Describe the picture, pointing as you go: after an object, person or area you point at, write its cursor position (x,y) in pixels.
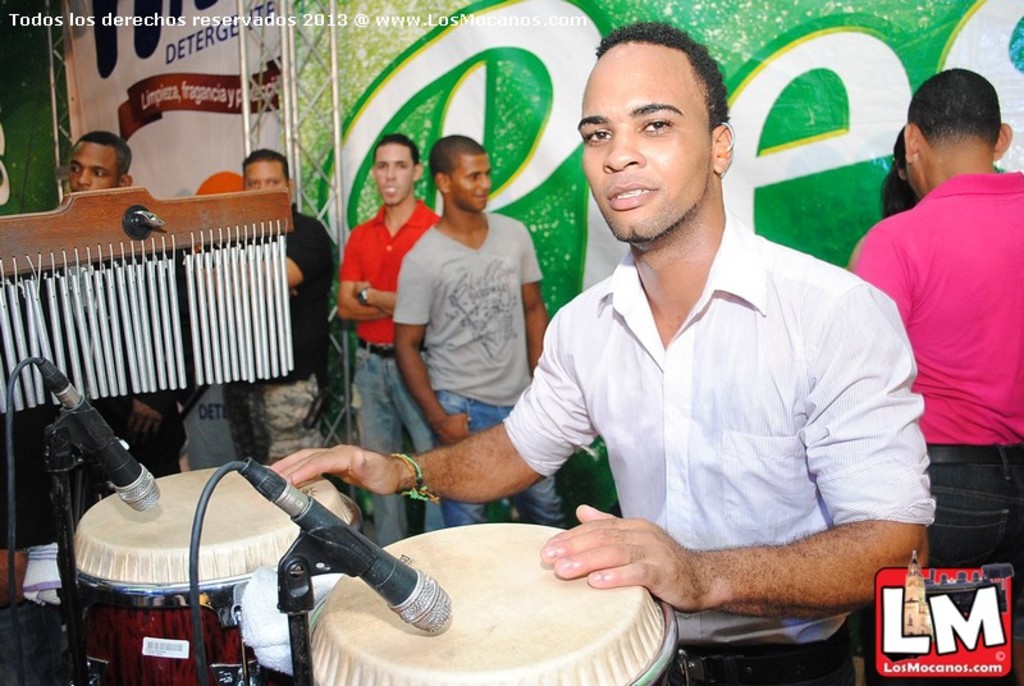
This picture shows a man (642,474) playing the drums (539,633) in front of two mics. In the background (454,314) there are some people (347,245) standing and we can observe a poster (446,91) here.
